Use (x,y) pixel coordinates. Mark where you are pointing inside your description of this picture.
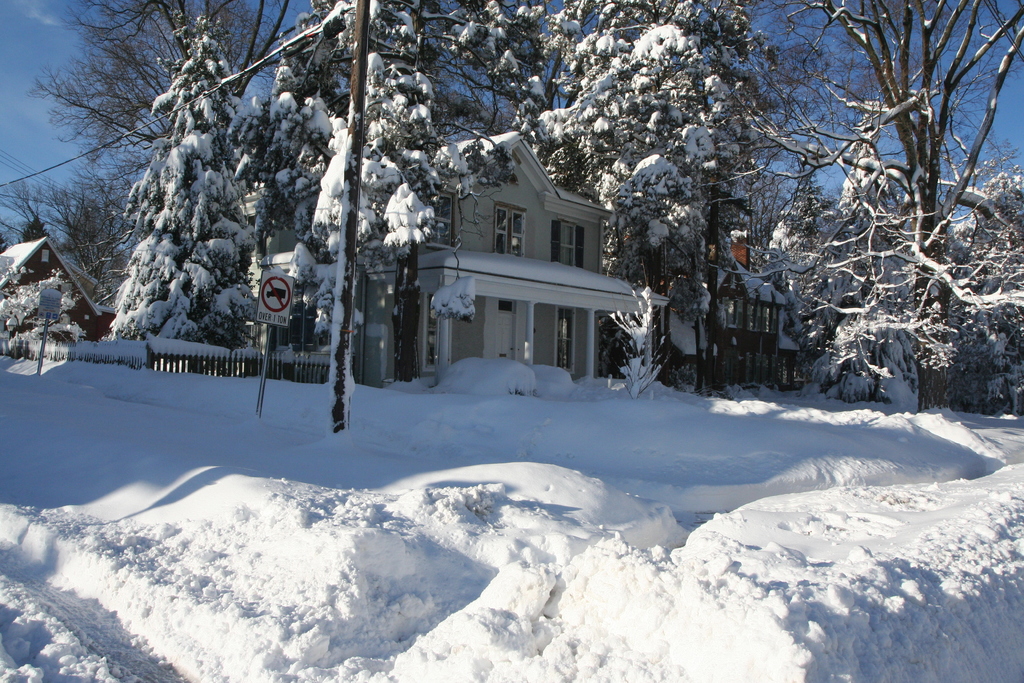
As we can see in the image there is snow (423,562), trees (430,173), buildings (531,260), fence (250,358) and sky (47,27).
